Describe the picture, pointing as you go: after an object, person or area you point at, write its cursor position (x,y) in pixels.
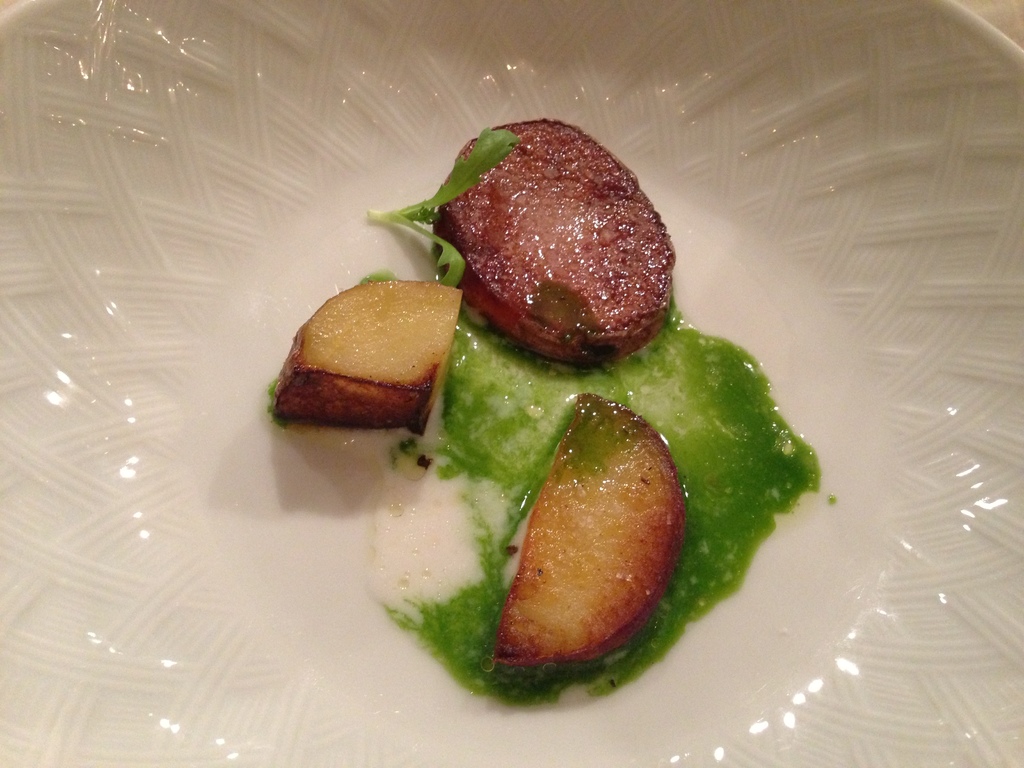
A meat piece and green sauce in bowl (59,190). The bowl (40,288) is on a table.
